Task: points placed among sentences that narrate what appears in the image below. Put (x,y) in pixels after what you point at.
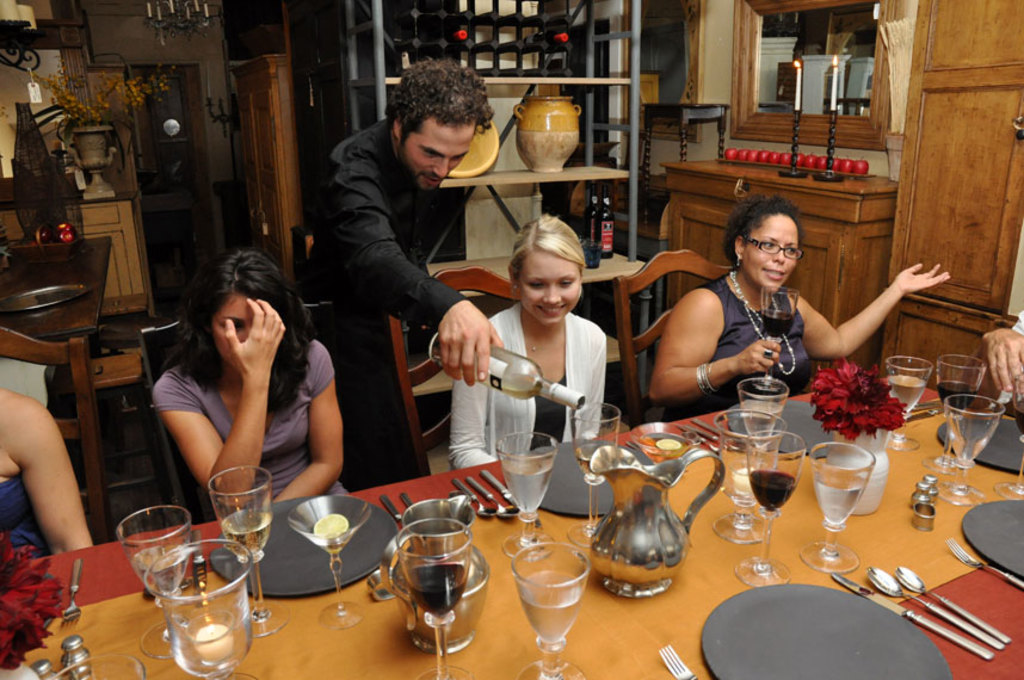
In this image there are group of persons (510,415) sitting on the chairs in front of them there are glasses (614,432) jugs (457,550) spoons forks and plates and at the middle of the image (453,300) there is a person (444,100) serving the drink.
